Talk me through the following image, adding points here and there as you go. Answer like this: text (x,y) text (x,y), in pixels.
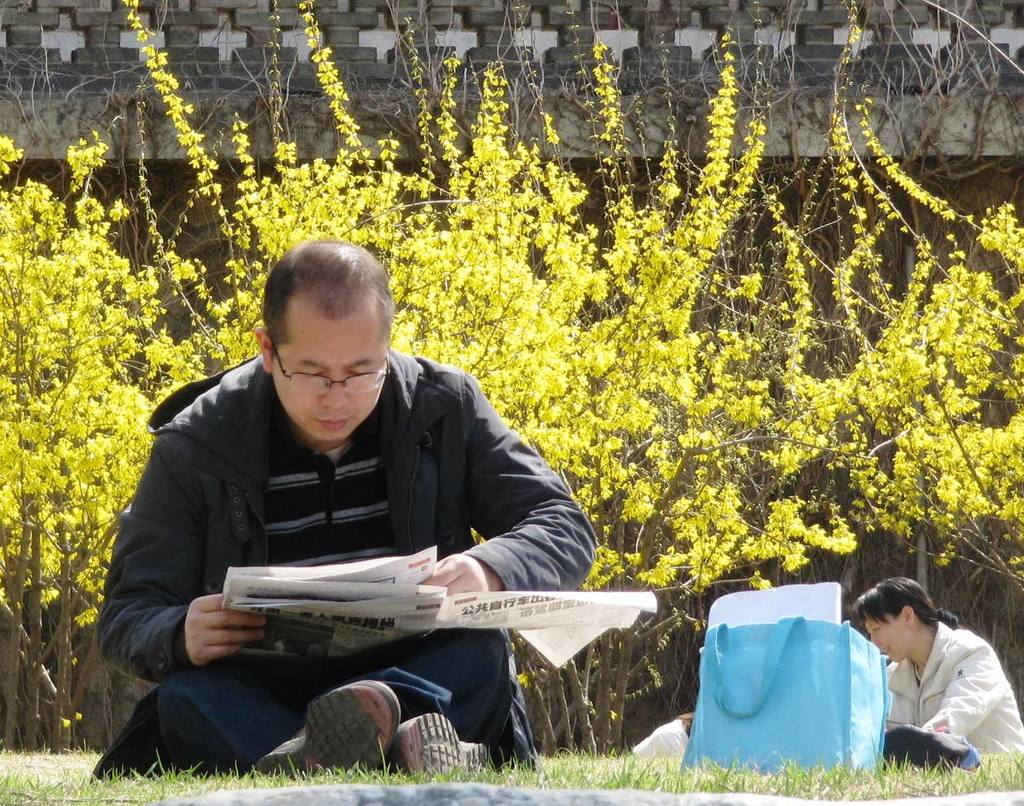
In this image, we can see a man (168,481) sitting and reading newspaper (396,621). On the right (900,685), there is a lady (901,662) sitting and we can see a bag (800,729). In the background (577,309), there are trees (272,78) and there is a wall (493,45).
